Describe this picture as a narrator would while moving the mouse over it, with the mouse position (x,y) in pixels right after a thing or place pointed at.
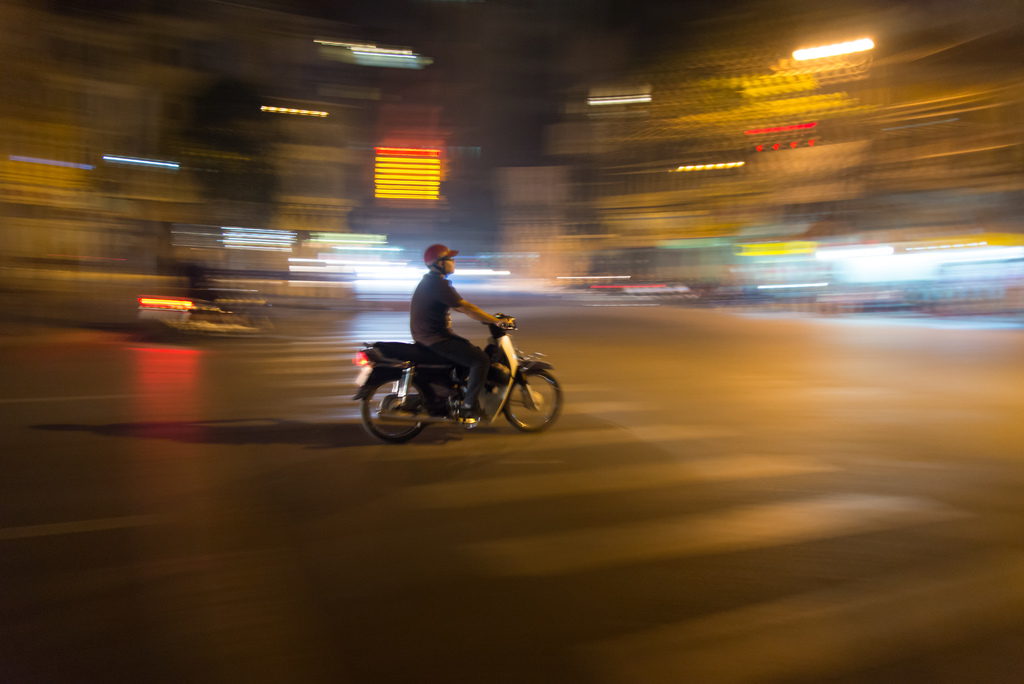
Person (439,321) riding bike (488,399) wearing helmet (436,253), this is zebra crossing (668,543) and the road (819,376) in the back (873,267) this are lights (825,52).
